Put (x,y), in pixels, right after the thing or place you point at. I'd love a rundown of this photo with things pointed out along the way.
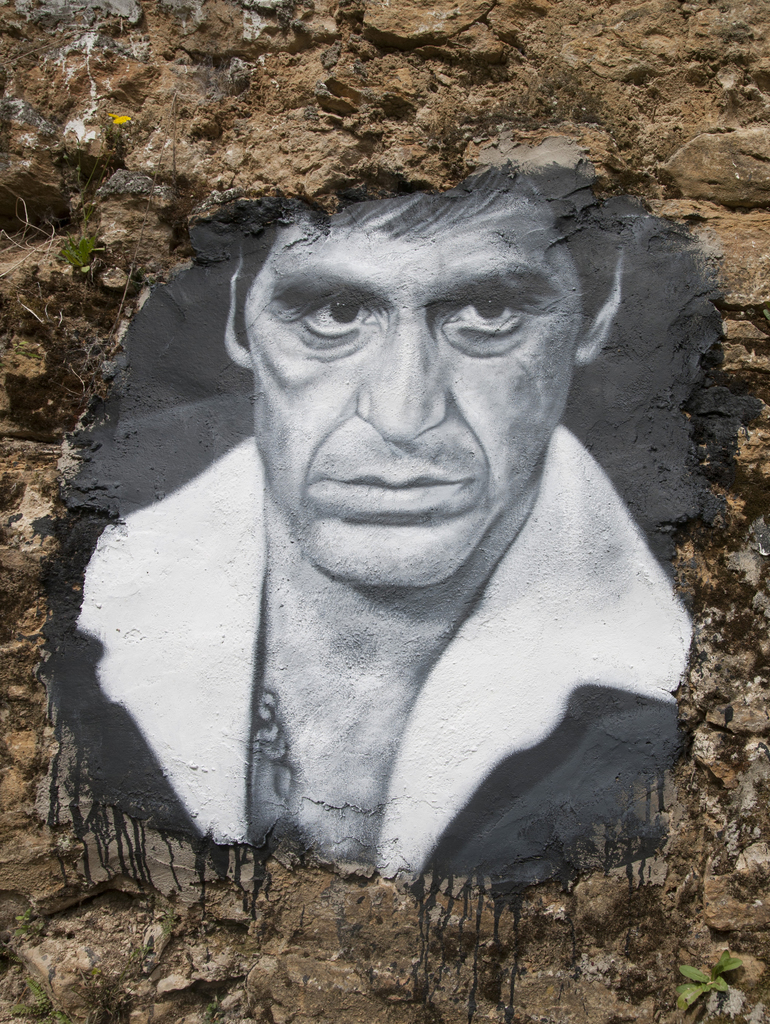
In this image there is a painting (375,490) of a person (475,525) on a rocky surface (306,191) as we can see in the middle of this image (434,442).
